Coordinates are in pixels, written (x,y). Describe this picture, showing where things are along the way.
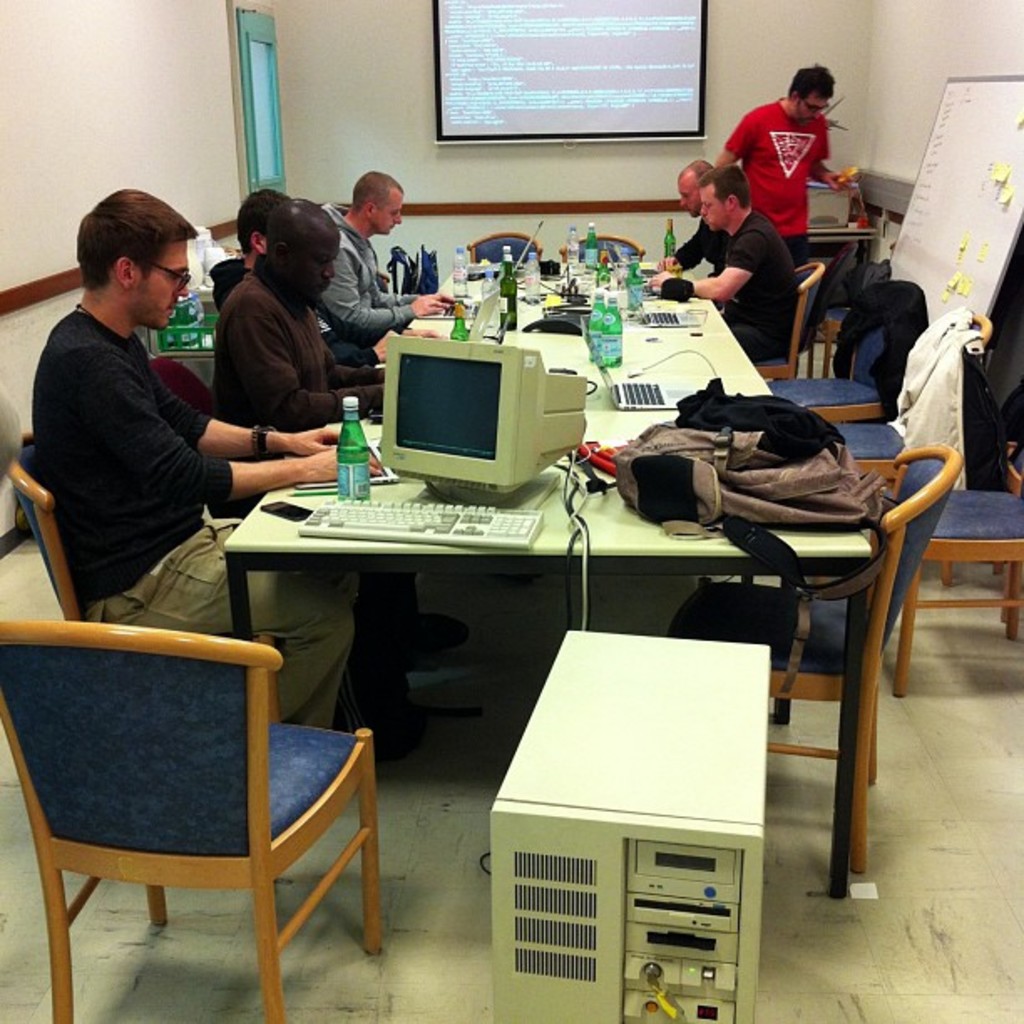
This is a picture taken in a room (468,451), there are a group of people (735,222) sitting on a chair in front of these people (292,376) there is a table (519,549) on the table (519,549) there are mobile (286,510), keyboard (347,520), bottle (368,455), monitor (512,428), bag (675,473) and laptop (616,395). Background of this people (352,348) is a screen (475,121) and wall (362,109).
